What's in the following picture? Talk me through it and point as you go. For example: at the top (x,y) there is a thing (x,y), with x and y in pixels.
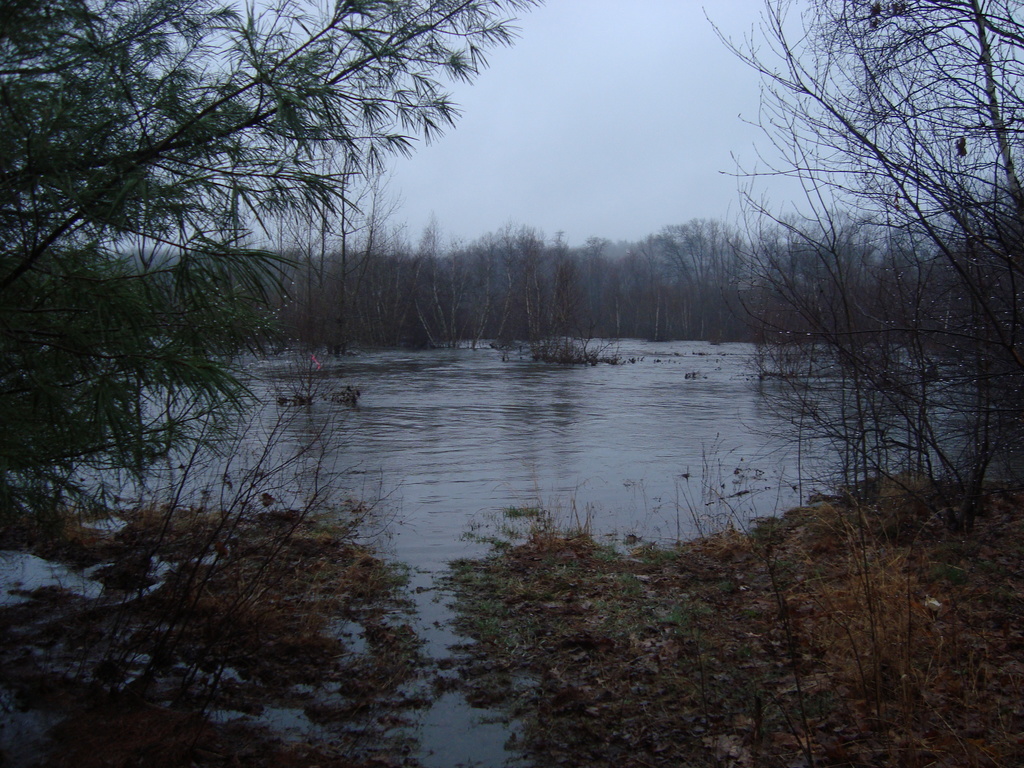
We can see water (465,526), plants (822,571) and trees (543,271). In the background (576,115) we can see sky (583,103).
